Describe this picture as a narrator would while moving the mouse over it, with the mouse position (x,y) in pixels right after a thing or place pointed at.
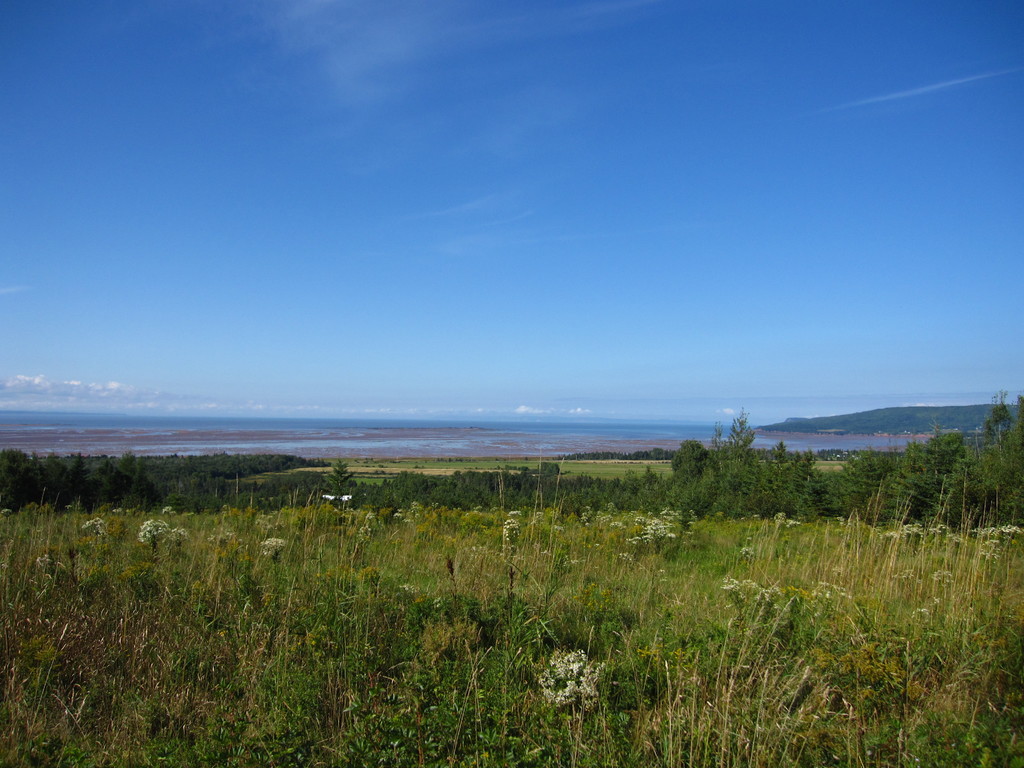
The image is clicked in a field (125,564). In the foreground of the image (278,512) there are plants (512,612) and flowers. In the center of the image (529,482) there are trees (682,461) and field (572,463). In the background (500,422) there are hill (877,419) and water (503,423). Sky (244,377) is clear and it is sunny.
